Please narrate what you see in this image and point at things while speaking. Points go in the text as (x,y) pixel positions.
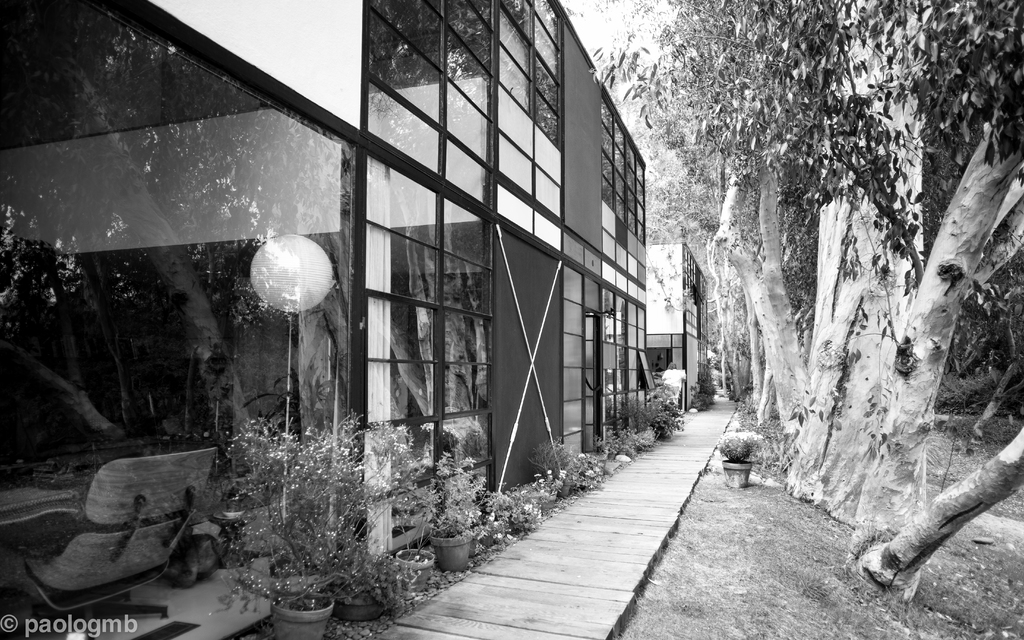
This image consists of a building (613,252). At the bottom (500,514), there are plants (697,393). To the right (792,293), there are trees (998,288). In the middle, there is a path (671,478).
